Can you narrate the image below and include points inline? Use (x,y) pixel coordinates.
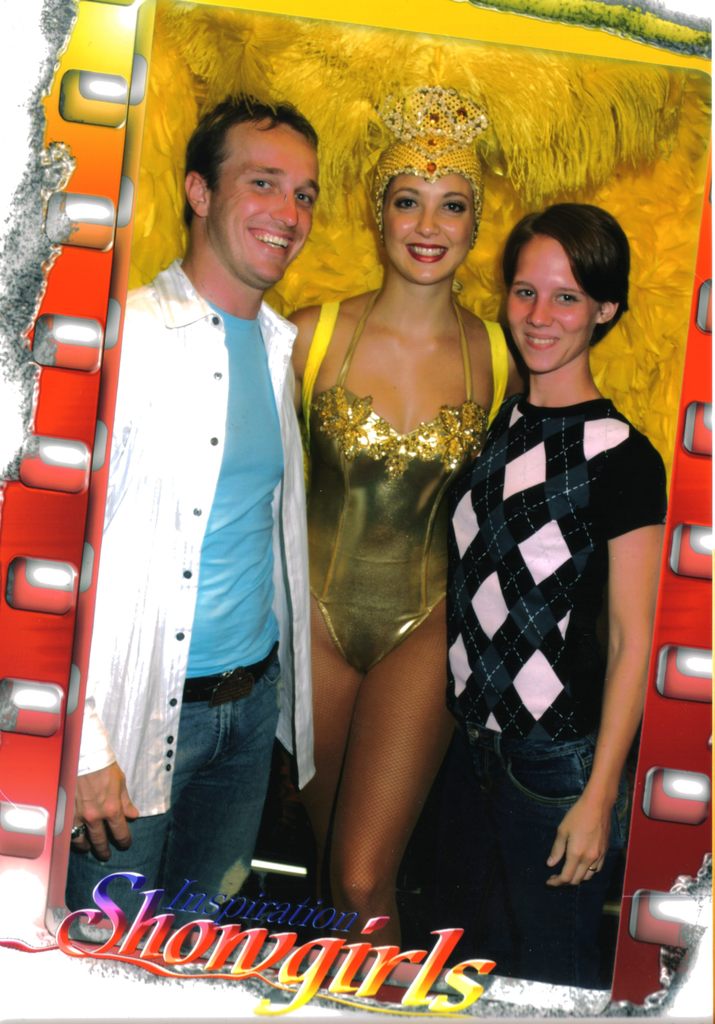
As we can see in the image there is a photo frame (655,900). In photo frame (365,1017) there are three people (438,510) standing.
